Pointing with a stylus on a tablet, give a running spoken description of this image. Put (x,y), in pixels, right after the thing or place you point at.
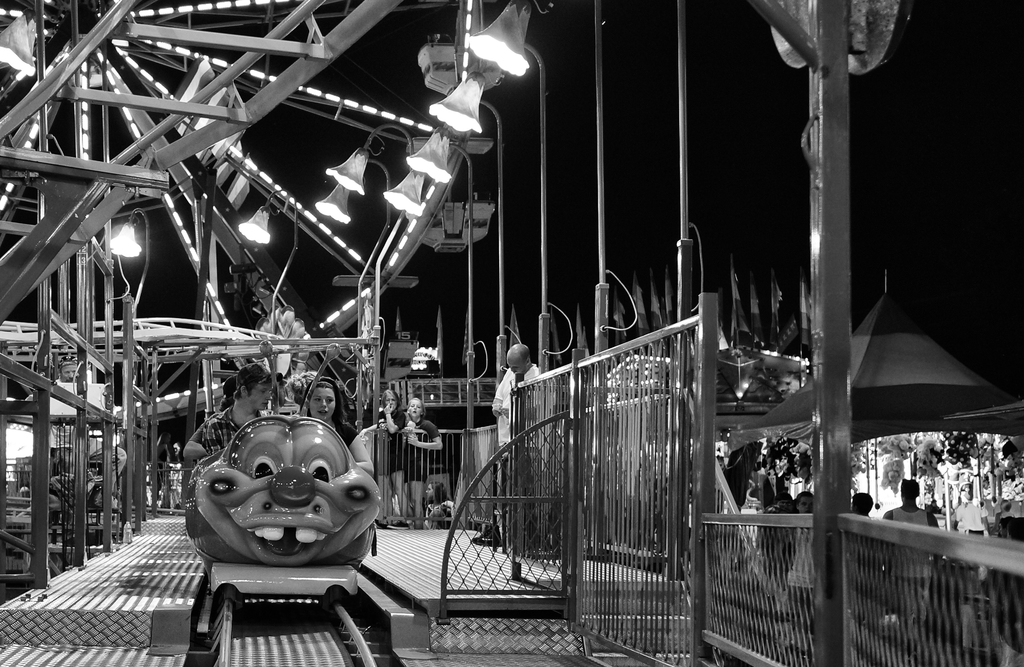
In this image I can see there are persons (907,516) on the exhibition ground (888,431). And there are tents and flags (664,315). And there is a fencing rod (597,403). And there is a rail track (232,621) on the surface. And there is a train (289,473) where persons (316,397) sitting on it. And there are lights (159,88) and it looks like a giant wheel (462,55).
